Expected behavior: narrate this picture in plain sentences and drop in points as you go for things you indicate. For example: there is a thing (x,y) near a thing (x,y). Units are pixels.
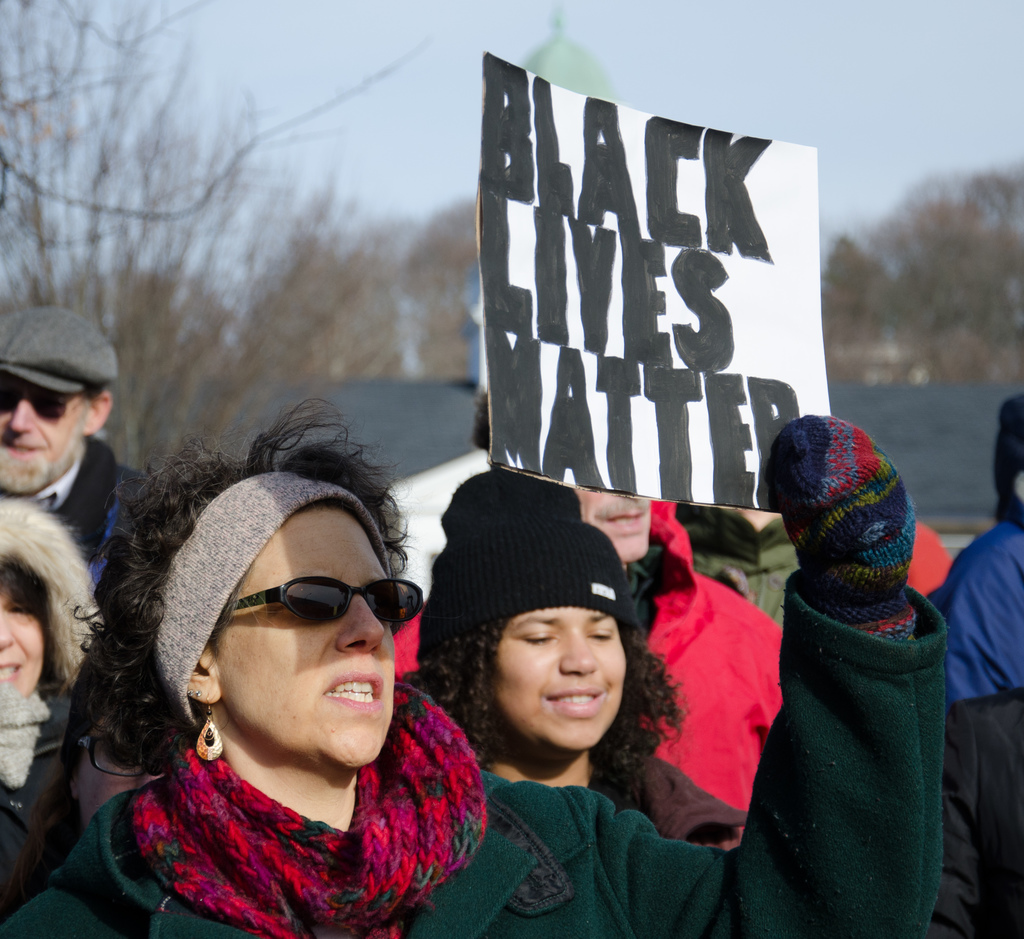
This picture describes about group of people (435,625), in the middle of the given image we can see a woman (337,601), she is holding a paper (621,346) in her hand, and she wore spectacles (415,593), in the background (422,578) we can see few houses (443,381) and trees (934,233).
